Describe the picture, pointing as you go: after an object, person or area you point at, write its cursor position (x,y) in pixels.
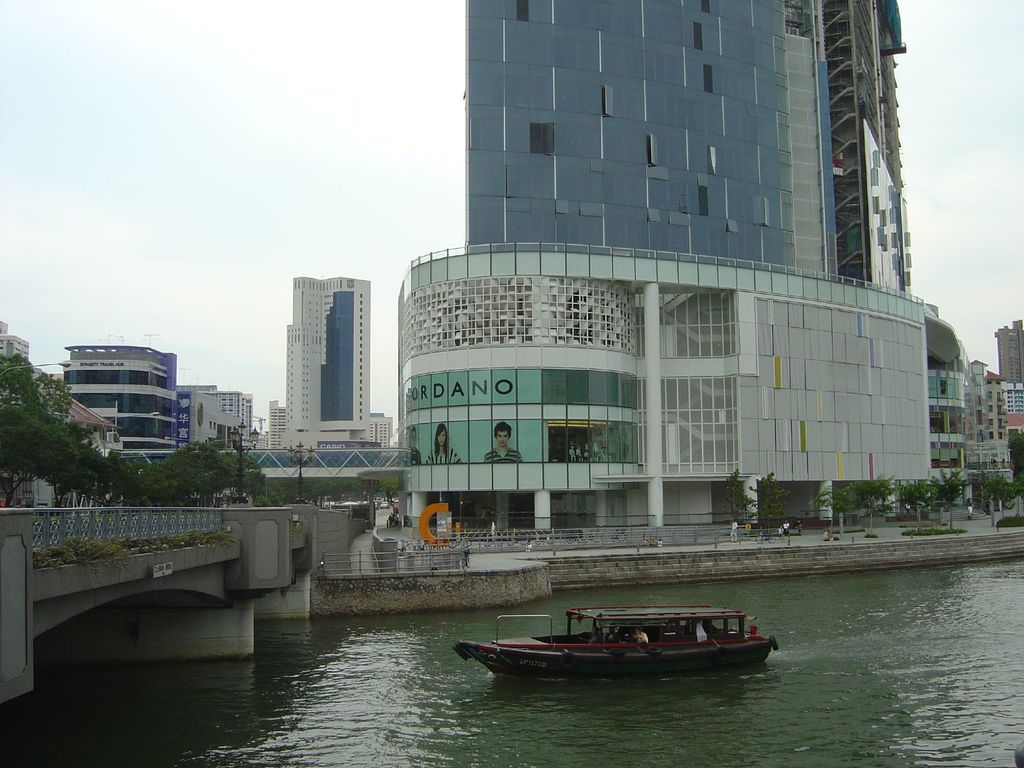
There is a boat (537,627) on the water (570,687). Here we can see buildings (510,357), trees (22,414), bridge (267,611), poles (371,515), boards (490,461), and a fence (625,542). In the background (926,88) there is sky (913,117).
